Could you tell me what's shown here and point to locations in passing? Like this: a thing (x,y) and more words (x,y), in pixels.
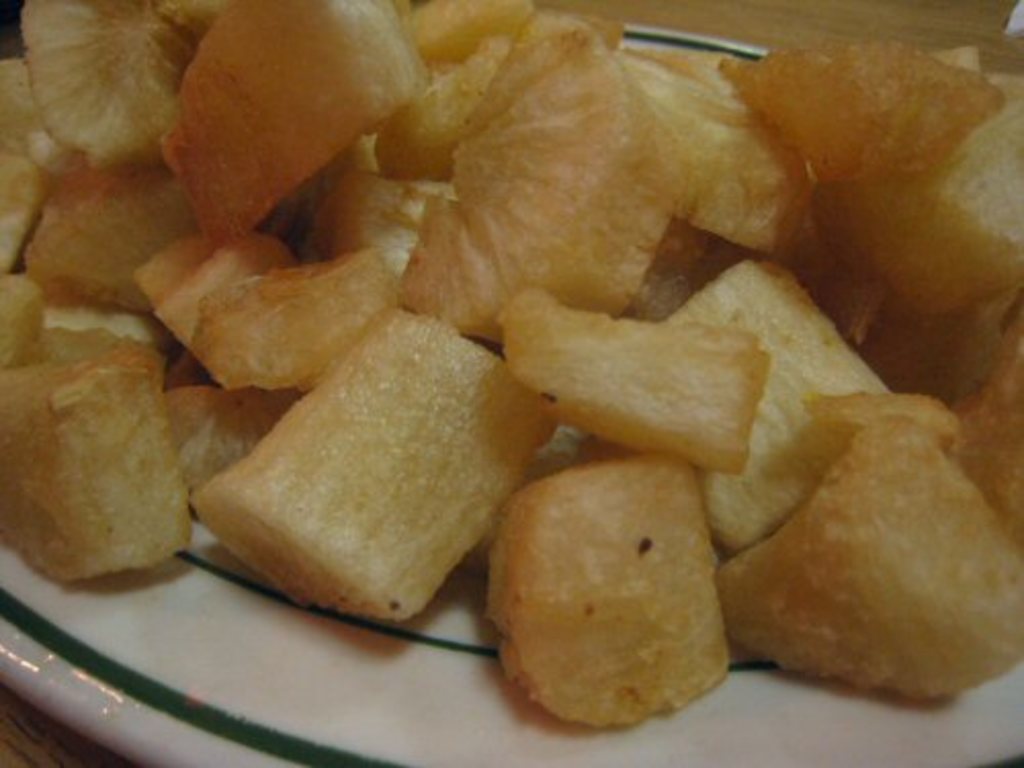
In the image we can see a plate (268,641), in the plate (179,632) there is food (152,431).
